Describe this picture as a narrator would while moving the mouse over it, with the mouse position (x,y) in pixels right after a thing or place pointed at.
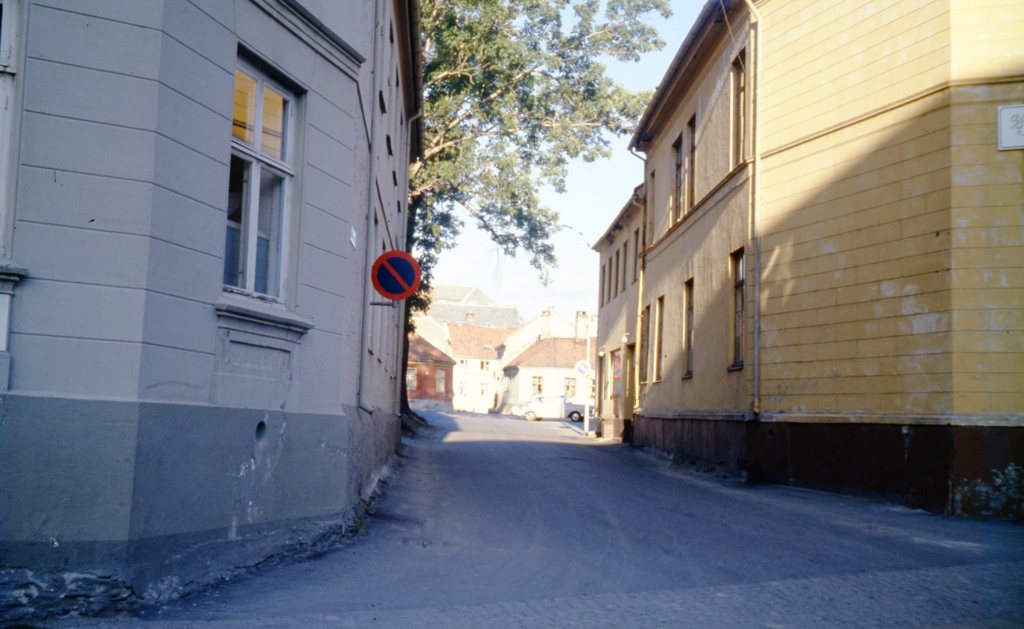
In this picture we can see buildings (693,322) where, there is a sign board (402,261) here, we can see a tree (480,63) in the middle (425,229), there is a car (541,397) here, we can see the sky (676,15) at the top of the picture (667,48).
